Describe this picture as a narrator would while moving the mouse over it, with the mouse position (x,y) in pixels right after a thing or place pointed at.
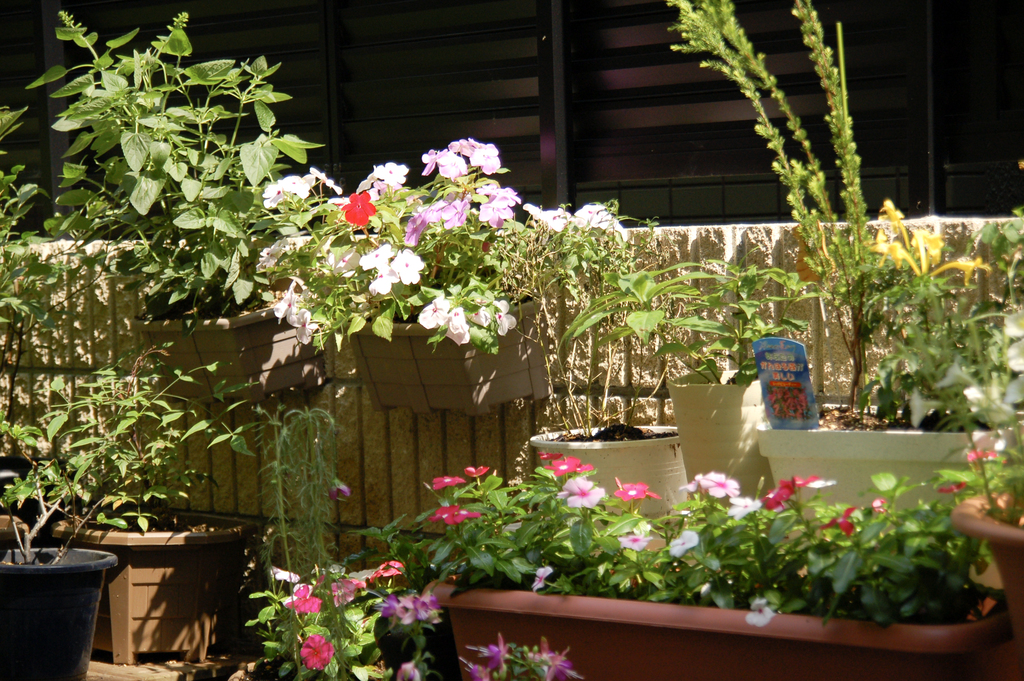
In the image we can see there are many plants (286,274). This is a pot (144,337) and there are many flowers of different color.
